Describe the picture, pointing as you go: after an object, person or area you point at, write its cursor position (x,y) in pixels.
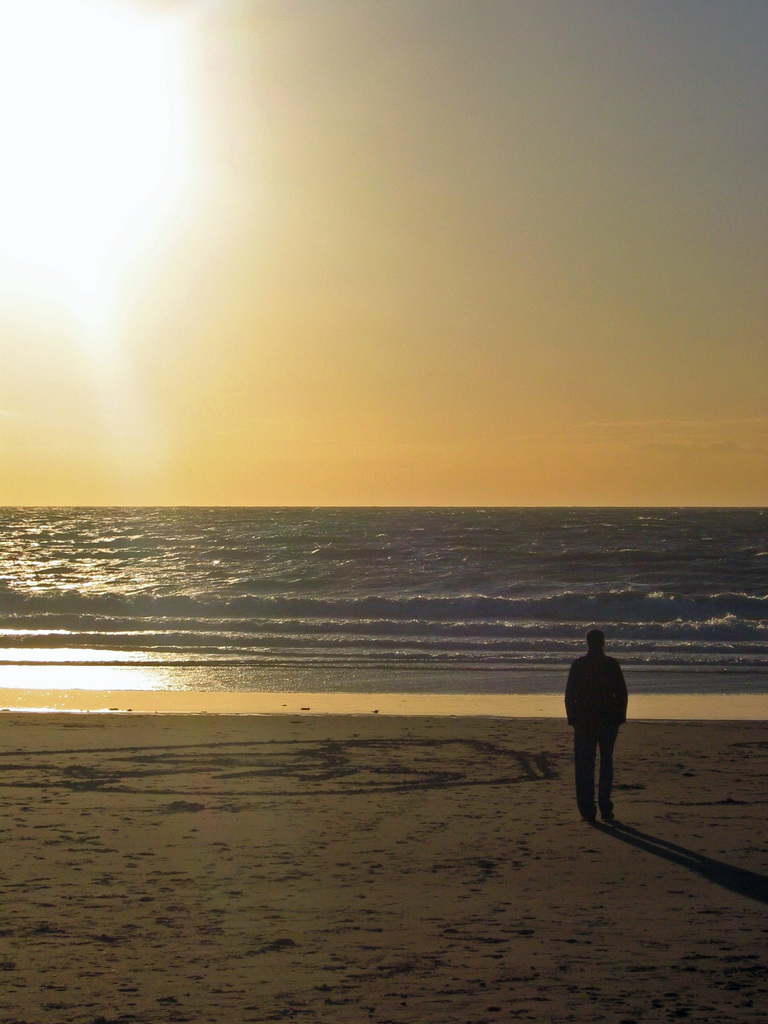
In this image I can see a person (588,747) standing on the sand (338,897). In the background (349,593), I can see the water (396,585). At the top (132,181) I can see the sunrise (226,181) and the sky (586,136).
